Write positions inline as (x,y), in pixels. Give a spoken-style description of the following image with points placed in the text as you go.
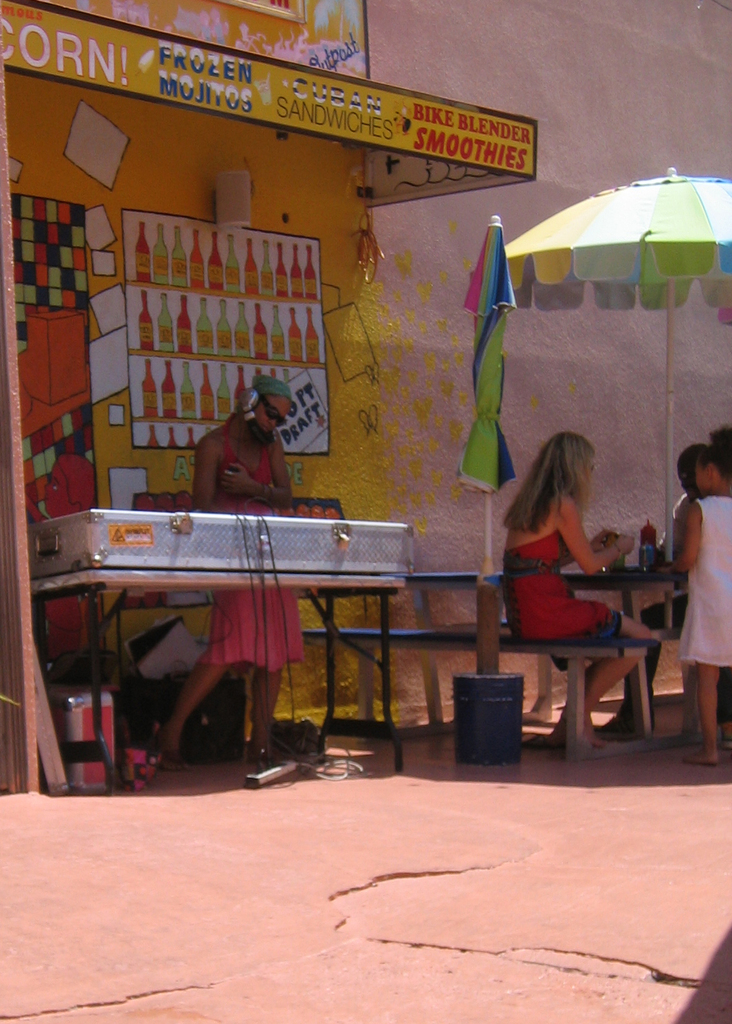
In the image there are few people (541,497). On the right corner of the image (606,551) there are two people (592,609) sitting on bench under a table umbrella (666,228) and there is a bottle (638,552) on the table (662,574) at them. There is also a kid (691,581) standing at them. There is a stall (370,188) in the image and on the wall (294,209) of the stall (291,223) there are images (230,296) of bottle (226,272) and there is some text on the top of the stall (216,104). At the center (262,402) there is woman (253,451) standing wearing headset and sunglasses (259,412). There is a table (248,578) in front of the woman (246,468) and below the table (241,584) there are some boxes (139,647). In the background (318,453) there is a wall (501,188).
